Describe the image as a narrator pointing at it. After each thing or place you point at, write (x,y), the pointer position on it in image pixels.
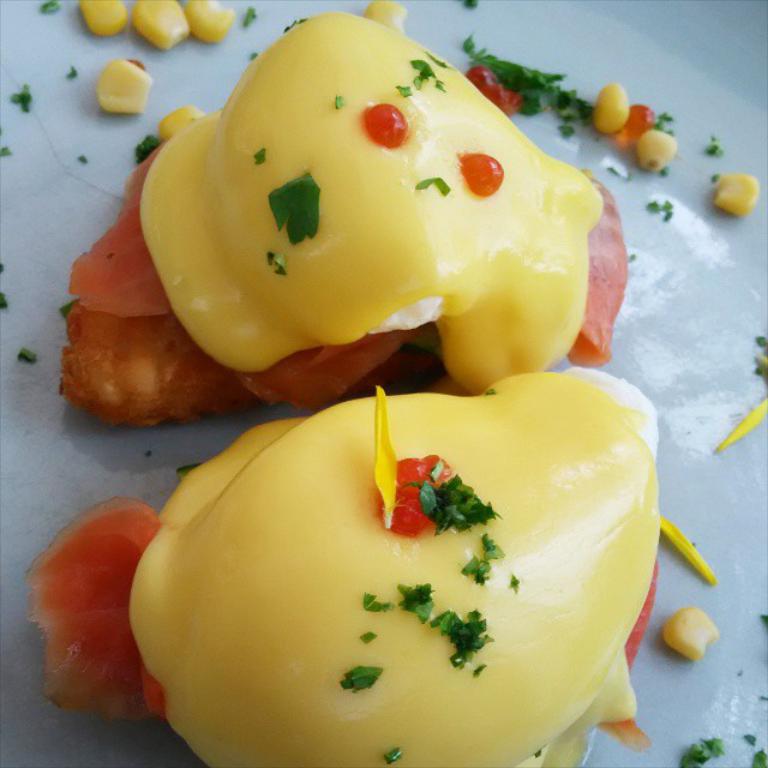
In the foreground of this image (326,405), it looks like eggs benedict (271,598) with salmon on a white surface (676,351).
